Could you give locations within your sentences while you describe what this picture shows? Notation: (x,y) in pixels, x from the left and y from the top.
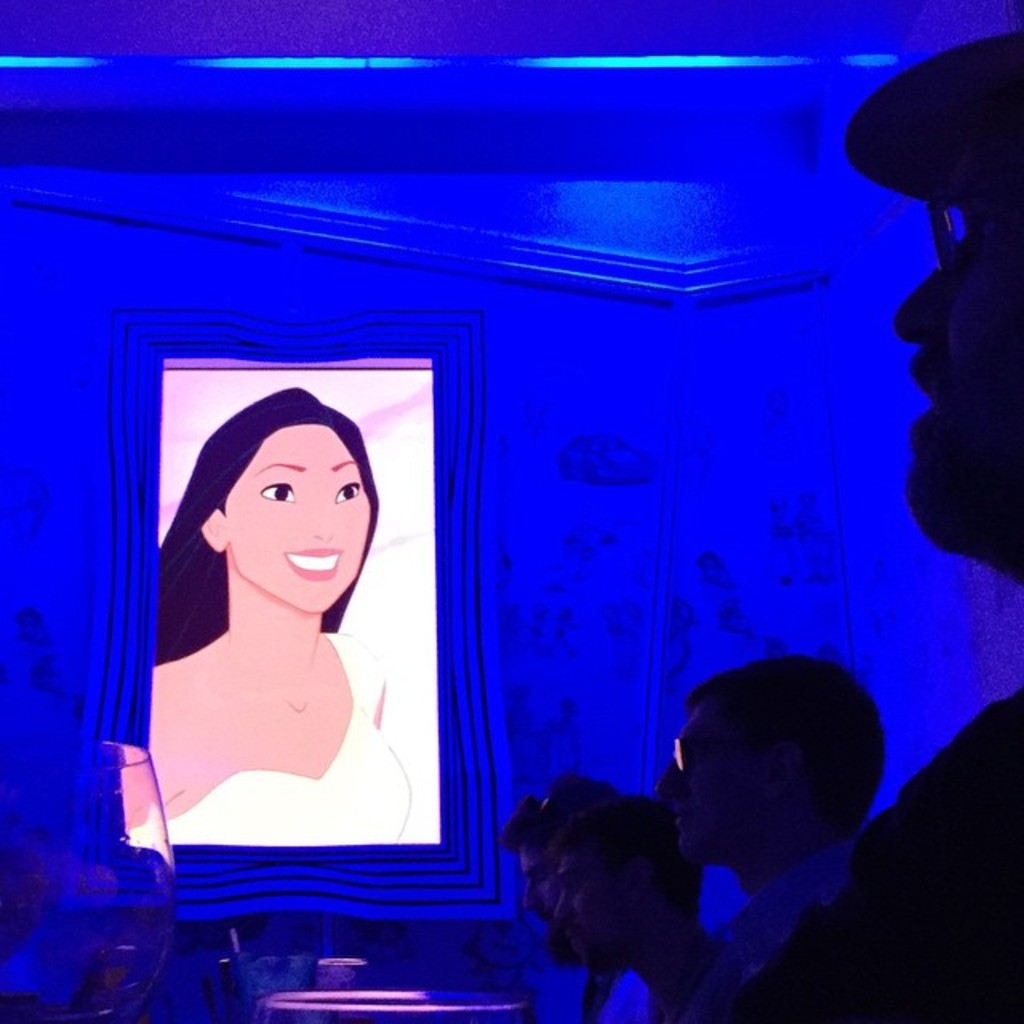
On the right side of the image (848,910) we can see people (603,910). In the center (451,361) there is a photo frame (288,572) of a lady (292,618). In the background (699,449) there is a wall (36,261).
